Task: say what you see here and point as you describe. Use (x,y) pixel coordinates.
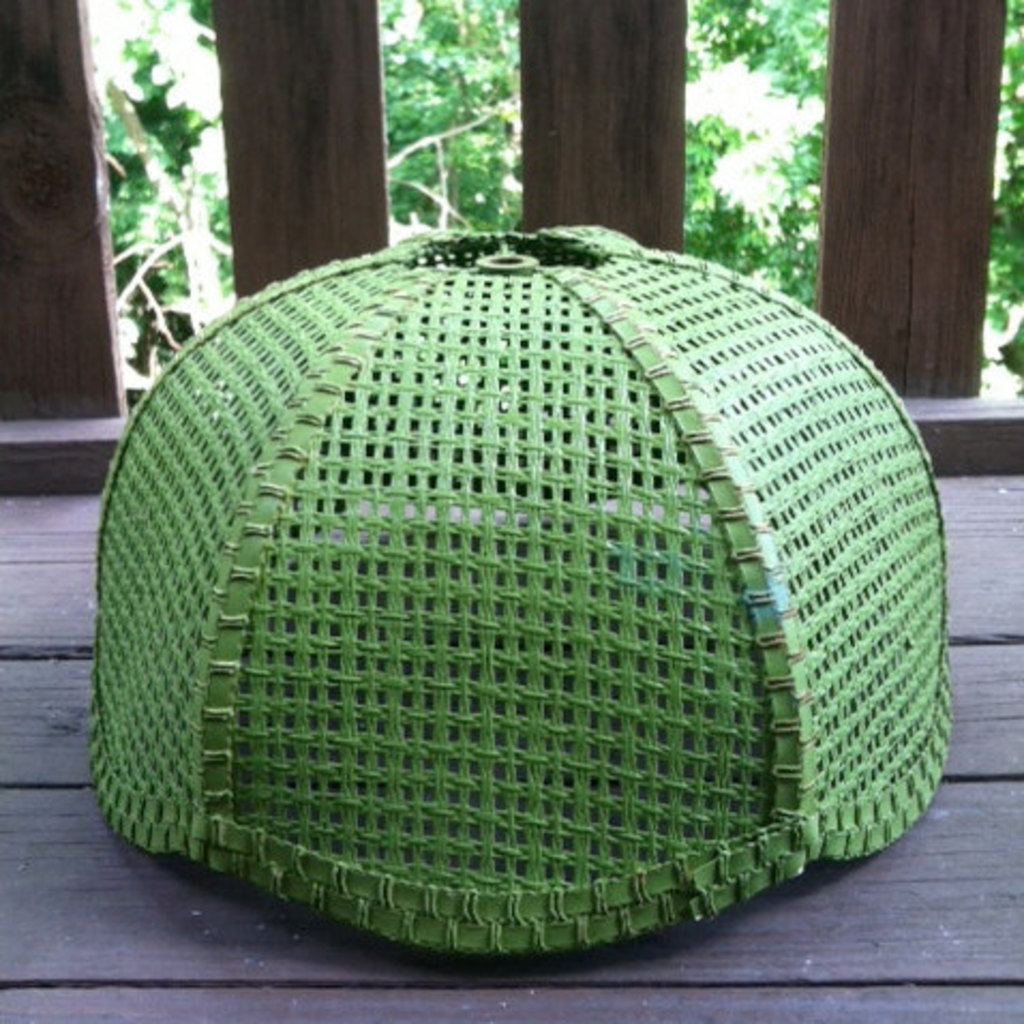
In this picture we can see a lampshade (426,632) here, at the bottom (797,895) there is a wooden surface (797,895), we can see some trees (481,156) here.
